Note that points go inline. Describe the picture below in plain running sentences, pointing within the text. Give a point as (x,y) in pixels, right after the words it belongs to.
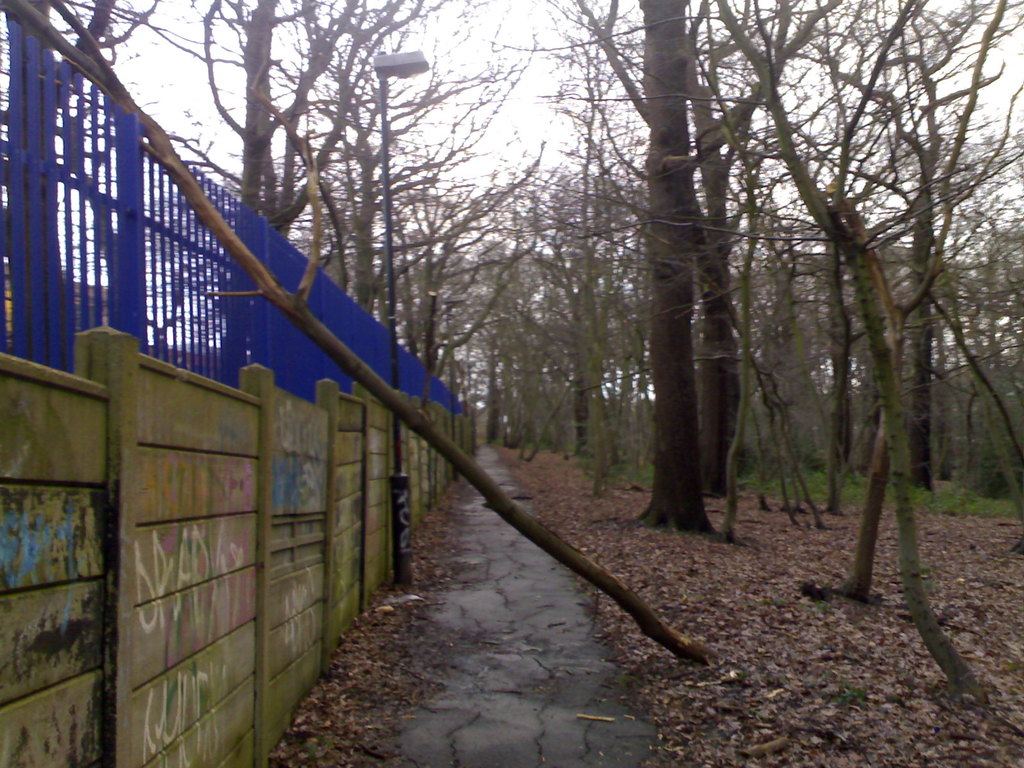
In the center of the image (578,277) there are many trees (592,240). There is a street light (417,57). There is a fencing (254,403).
